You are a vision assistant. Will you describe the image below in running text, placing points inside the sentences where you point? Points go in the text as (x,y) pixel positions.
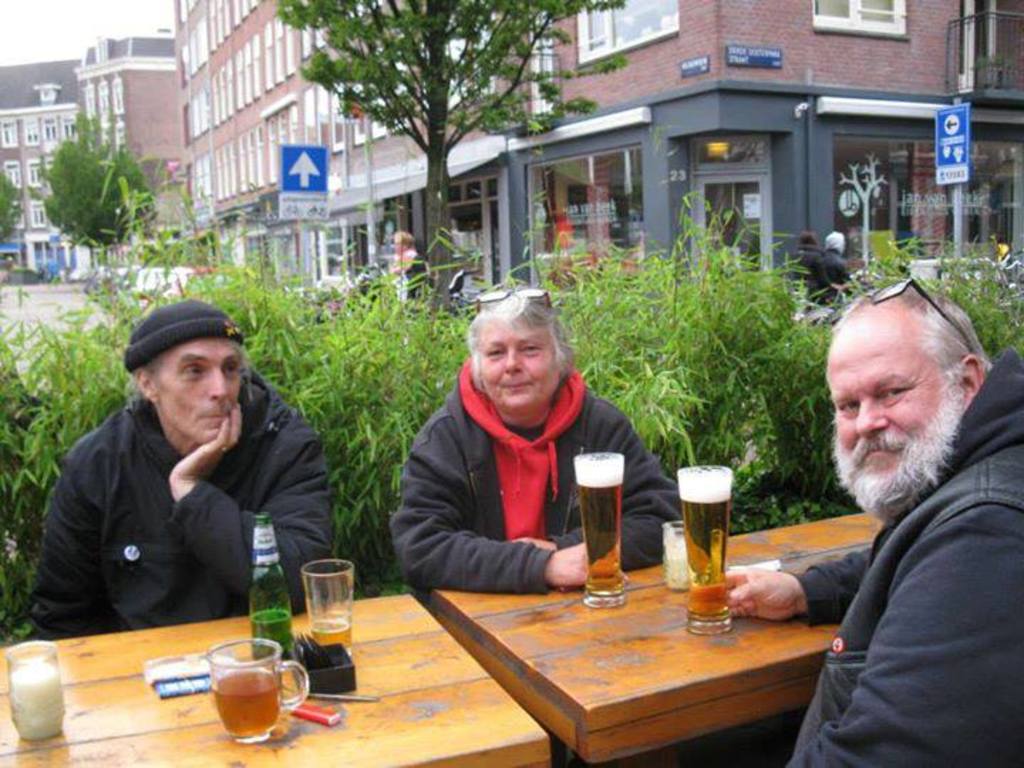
In this picture there are people (520,588) sitting at the table (123,716) in front of them with coffee cup (307,692), beer glasses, beer bottle (279,632) and some other objects (341,699) placed. In the background (370,434) there is a plant (571,329), there is a building (616,82), trees (532,25), the sign boards (322,190), there is a road (52,313) and there are some vehicles (143,287) parked.
